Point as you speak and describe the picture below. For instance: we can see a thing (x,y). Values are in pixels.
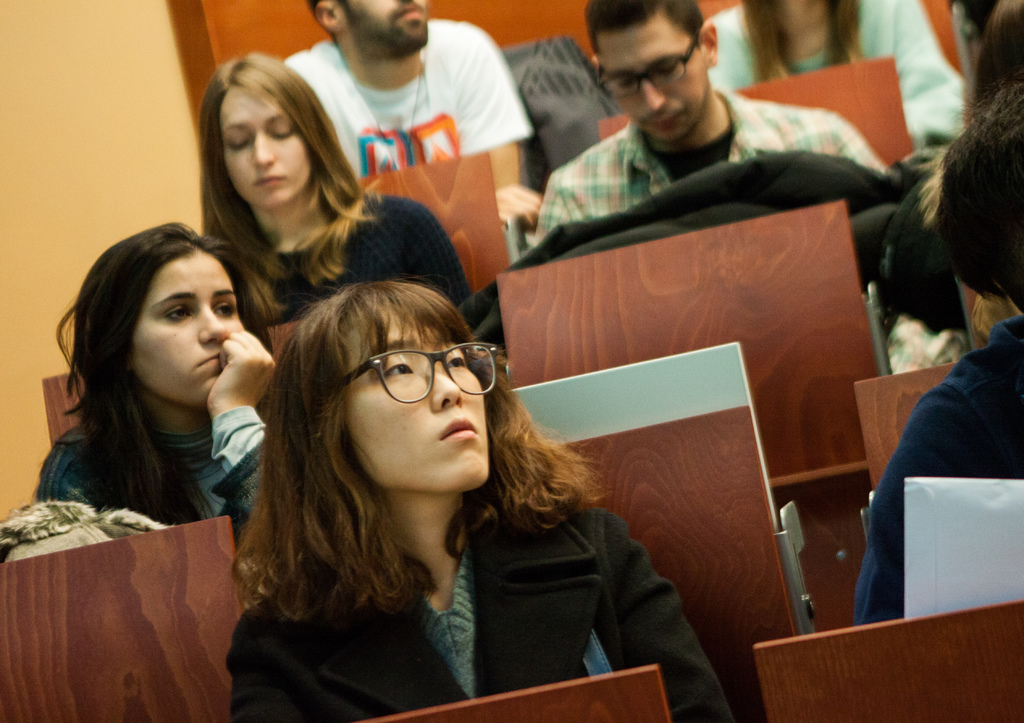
In the center of the image (564,466) we can see a few people (430,448) are sitting on the chairs (881,360). Among them, we can see two persons (430,520) are wearing glasses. And we can see chairs (592,333), backpacks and a few other objects (663,369). In the background (52,114) there is a wall (111,120) and a few other objects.
